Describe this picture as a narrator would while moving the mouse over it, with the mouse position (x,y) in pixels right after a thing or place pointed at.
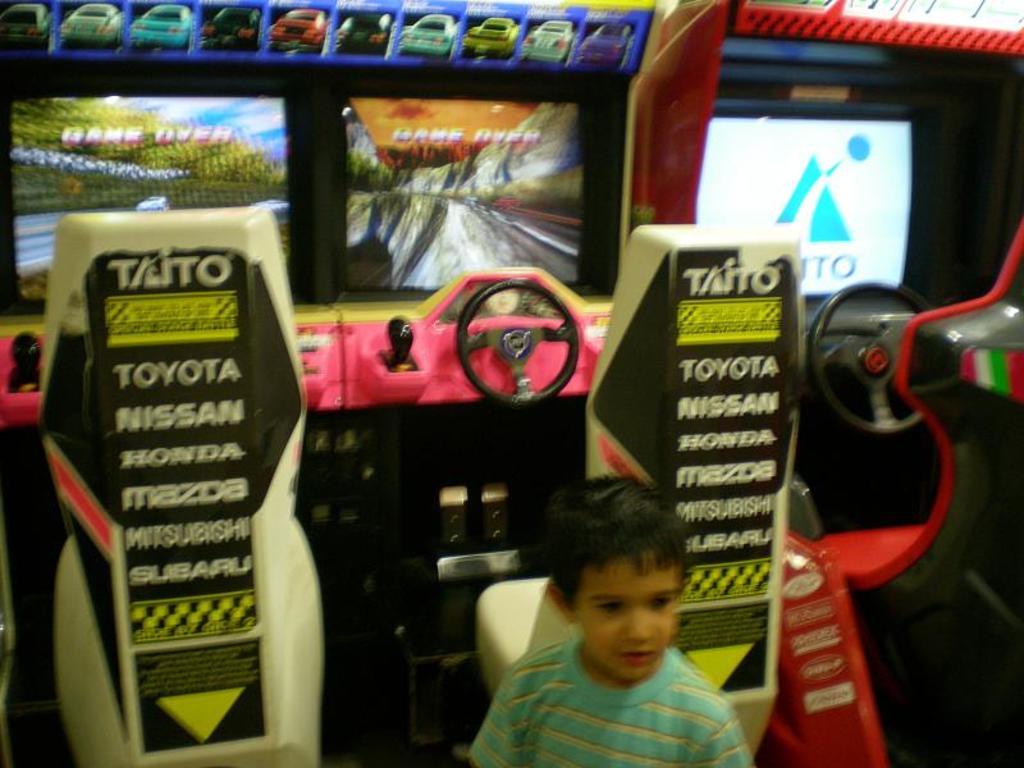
In this picture we can see a kid (637,685) in the front (626,697), in the background (846,154) there are three monitors (798,134) and steering wheels (874,359), there are three chairs (183,390) in the middle (640,439), we can see some text (721,544) on these chairs (701,451).
